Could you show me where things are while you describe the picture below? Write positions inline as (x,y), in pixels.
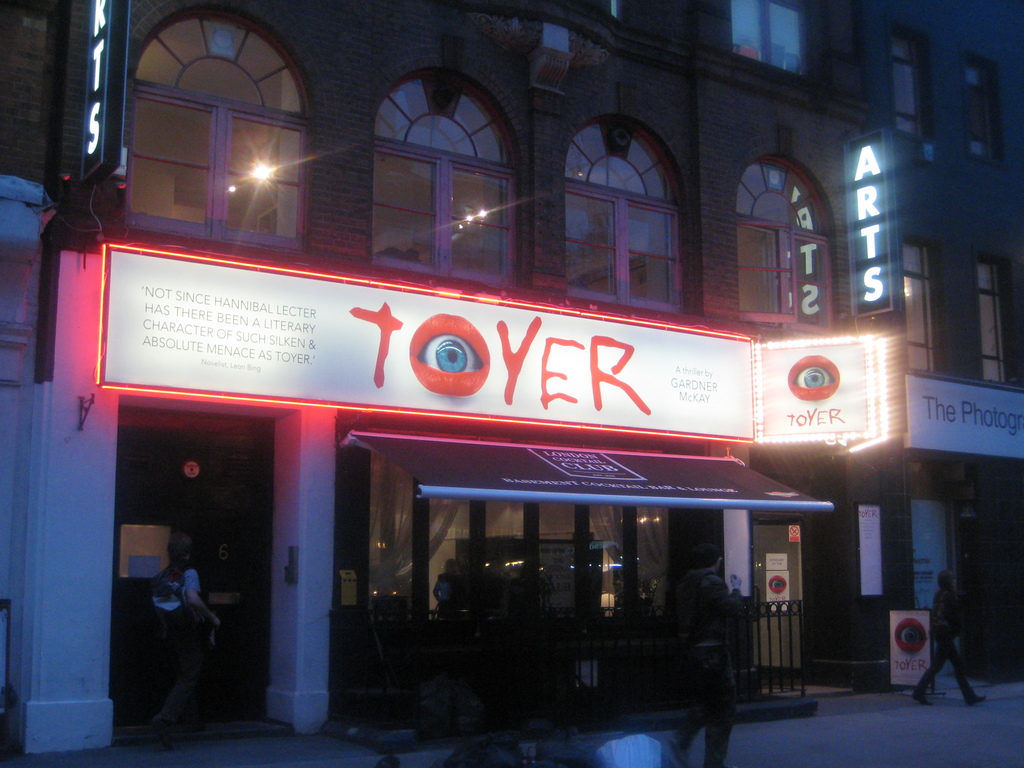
At the bottom (695,643) I can see a few people (722,634) on the road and boards (684,410). In the background (676,536) I can see a building (711,265) and windows (674,265). This image is taken during night near a building (725,268).
